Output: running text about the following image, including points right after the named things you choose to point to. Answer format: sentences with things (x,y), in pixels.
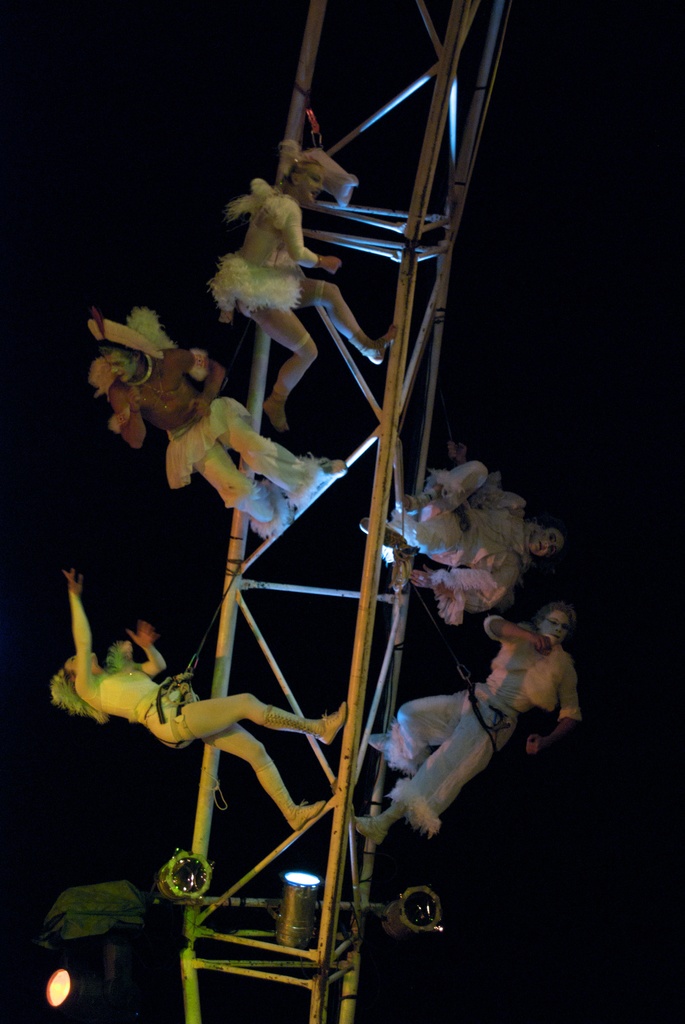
In this image we can see person (269,788) holding the metal frame (357,688).
